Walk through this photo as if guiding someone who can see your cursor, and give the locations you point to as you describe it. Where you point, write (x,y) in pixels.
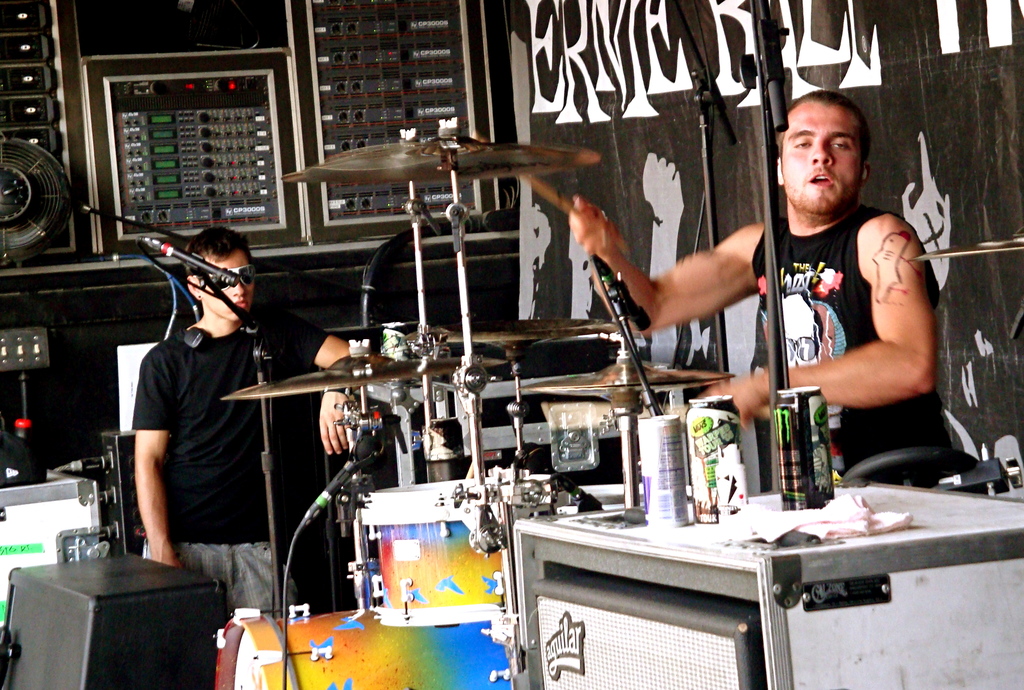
On the right (834,228) there is a man (892,243) who is playing the drum (498,331). On the bottom right (882,518) we can see coke cans (818,430), cloth (846,526) and other objects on the white color box (878,625). On the bottom left corner (199,636) there is a speaker (131,651). Here we can see a man (232,353) who is wearing black t-shirt (227,426) and trouser (246,554), standing near to the mic (180,251). On the background (654,156) we can see musical instrument (424,229) and a banner (673,184).
